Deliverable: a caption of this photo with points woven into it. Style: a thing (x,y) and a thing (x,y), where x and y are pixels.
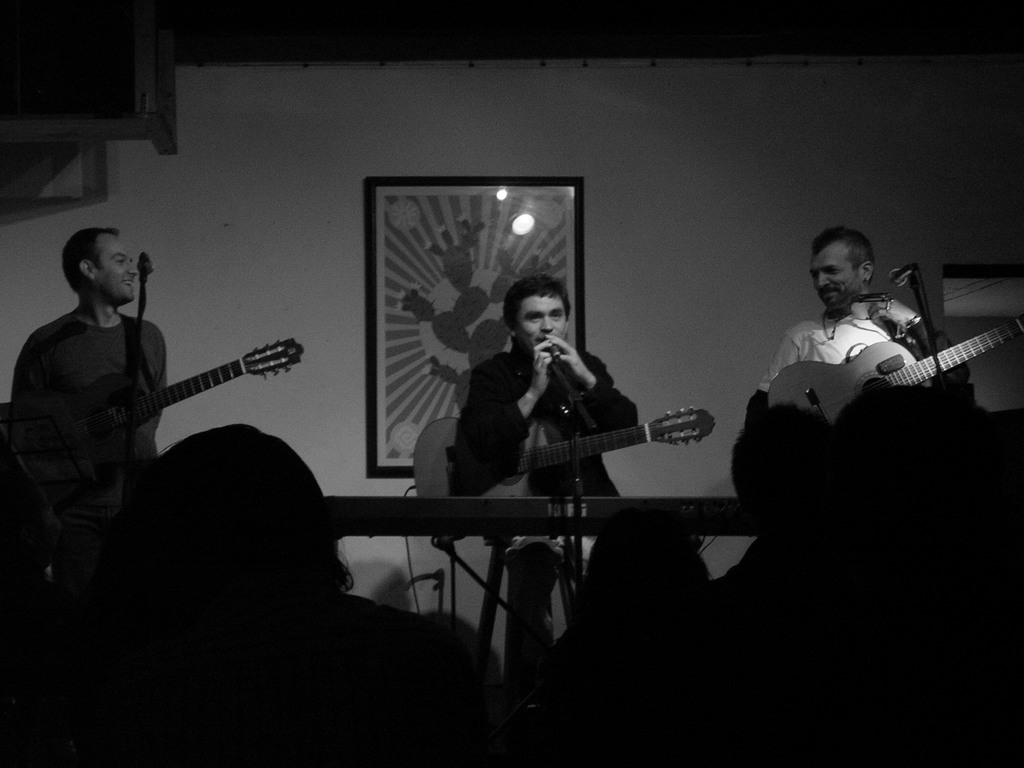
In this image i can see three men (522,377) among them, the person (557,388) in the middle (564,428) is sitting in front of a table (445,509). These three men (553,424) are holding guitar (781,382) in their hand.
